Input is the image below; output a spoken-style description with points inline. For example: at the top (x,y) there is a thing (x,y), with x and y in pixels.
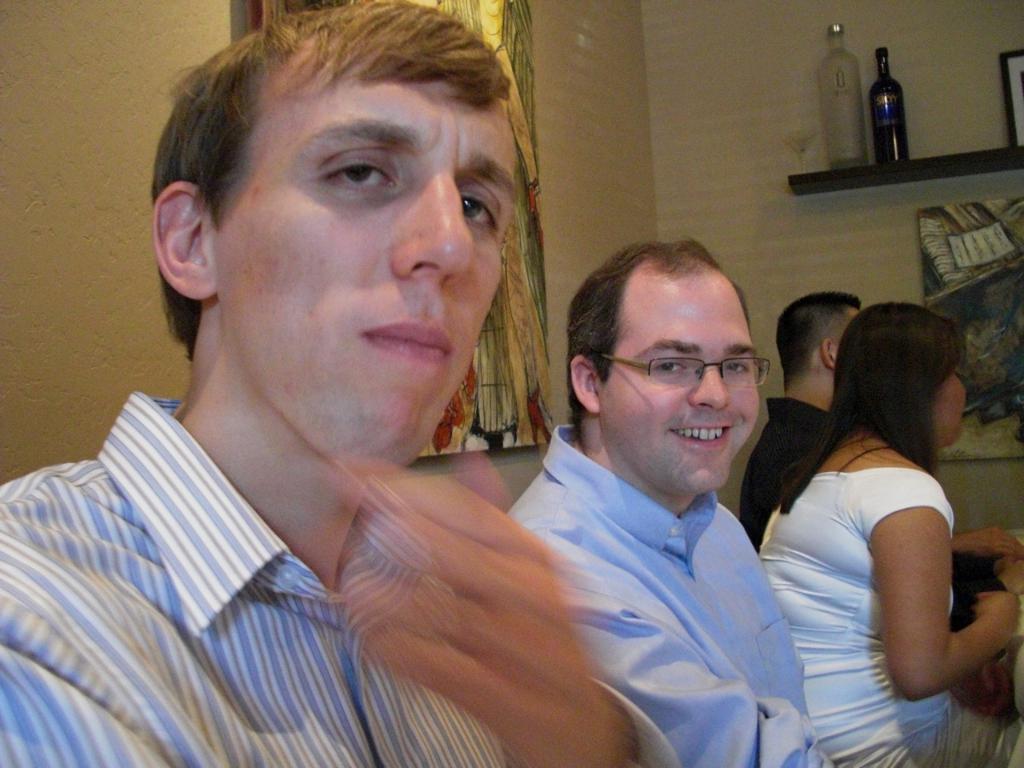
In this picture we can see there are four persons (581,557) sitting. Behind the people (403,388), there is an object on the wall (574,38). At the top right corner of the image (822,68), there are bottles (836,85) and an object (811,126) on the wooden surface (958,156).
